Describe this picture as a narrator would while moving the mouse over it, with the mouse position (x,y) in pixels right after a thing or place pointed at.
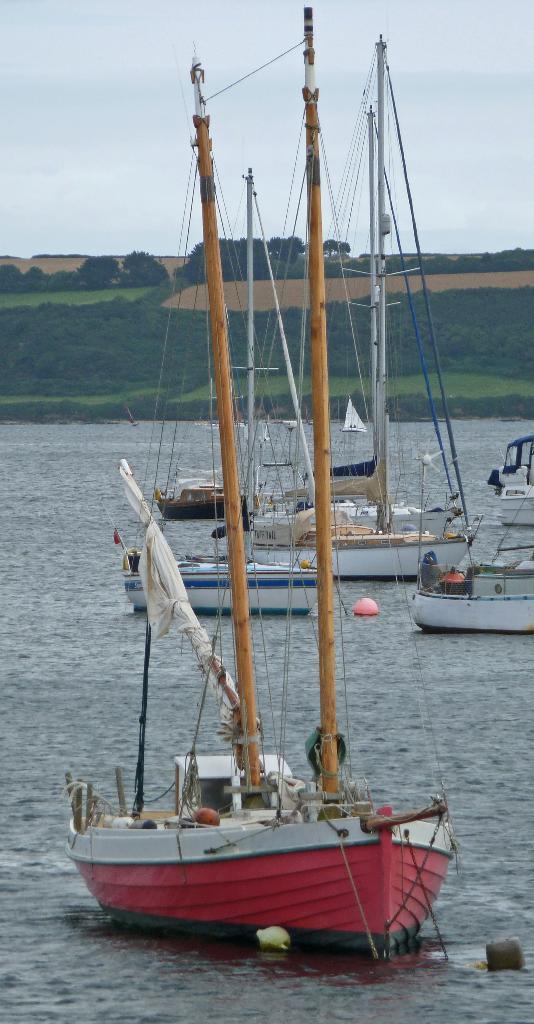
In this image we can see boats (324,817), water (128,650). In the background of the image (306,271) there are trees (391,329), grass (89,300). At the top of the image (184,224) there is sky (138,76).
